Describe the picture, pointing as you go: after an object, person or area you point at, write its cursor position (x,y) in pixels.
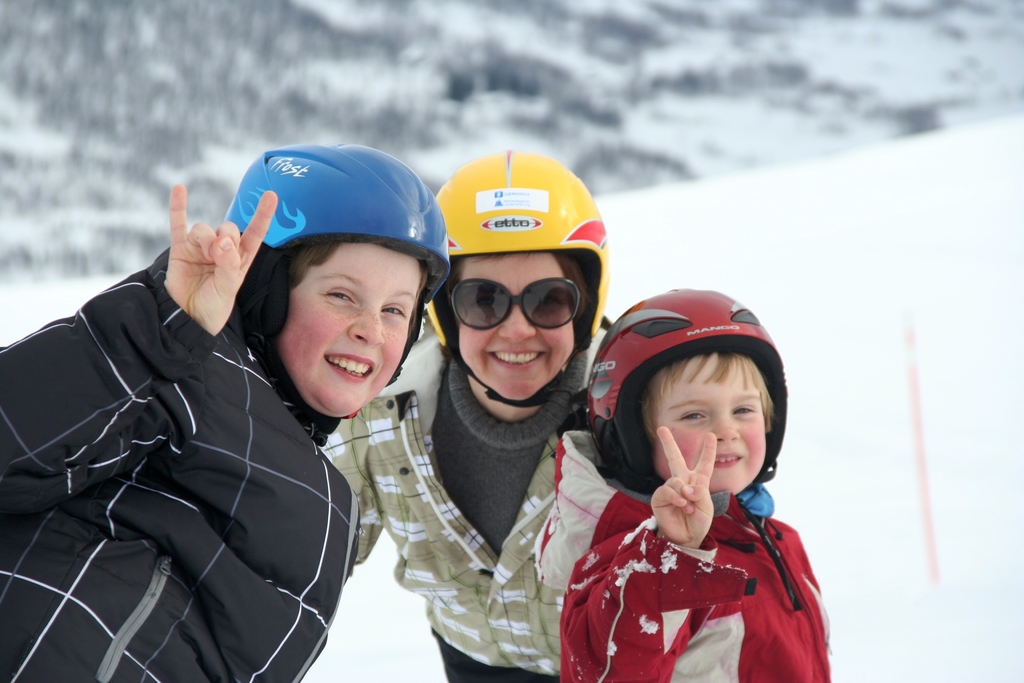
In this image I can see three persons (472,430) wearing black, green and red colored dresses (436,528) and blue, yellow and red colored helmets (411,185) are standing and smiling. In the background (756,288) I can see the snow (851,240).
